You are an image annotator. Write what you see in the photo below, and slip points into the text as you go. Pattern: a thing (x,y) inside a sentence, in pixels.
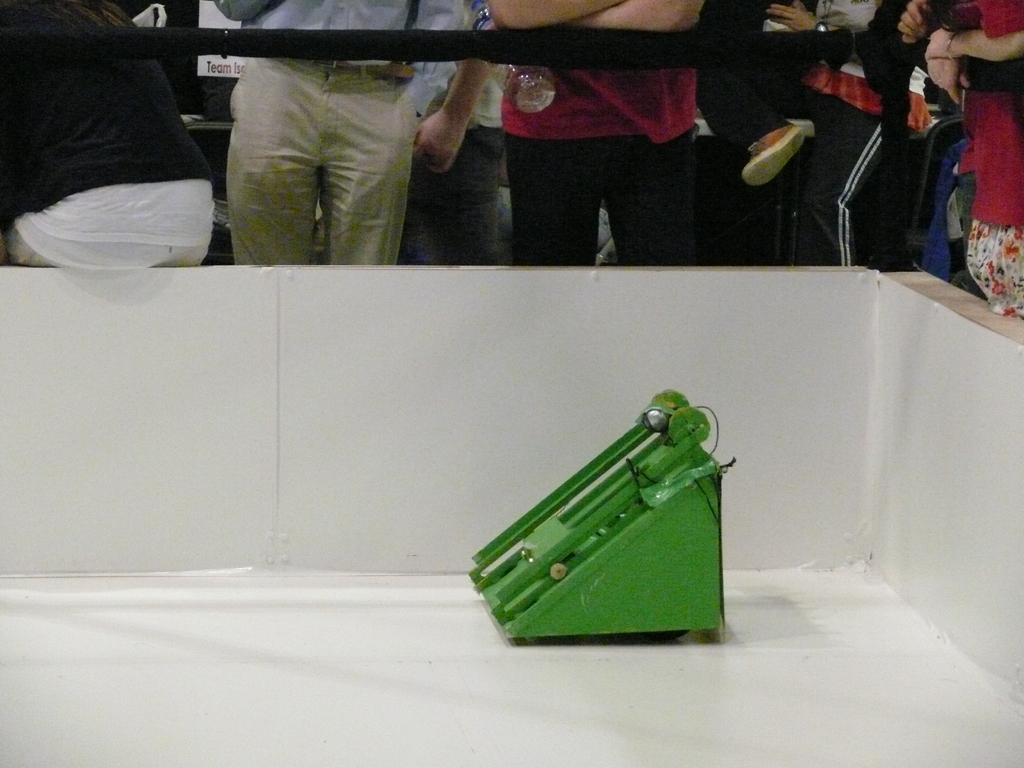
In this picture I can observe a green color device (602,587) placed on the floor (614,690). I can observe white color wall (474,442) and black color railing (540,44). Behind the railing (134,52) there are some people (505,128) standing.
